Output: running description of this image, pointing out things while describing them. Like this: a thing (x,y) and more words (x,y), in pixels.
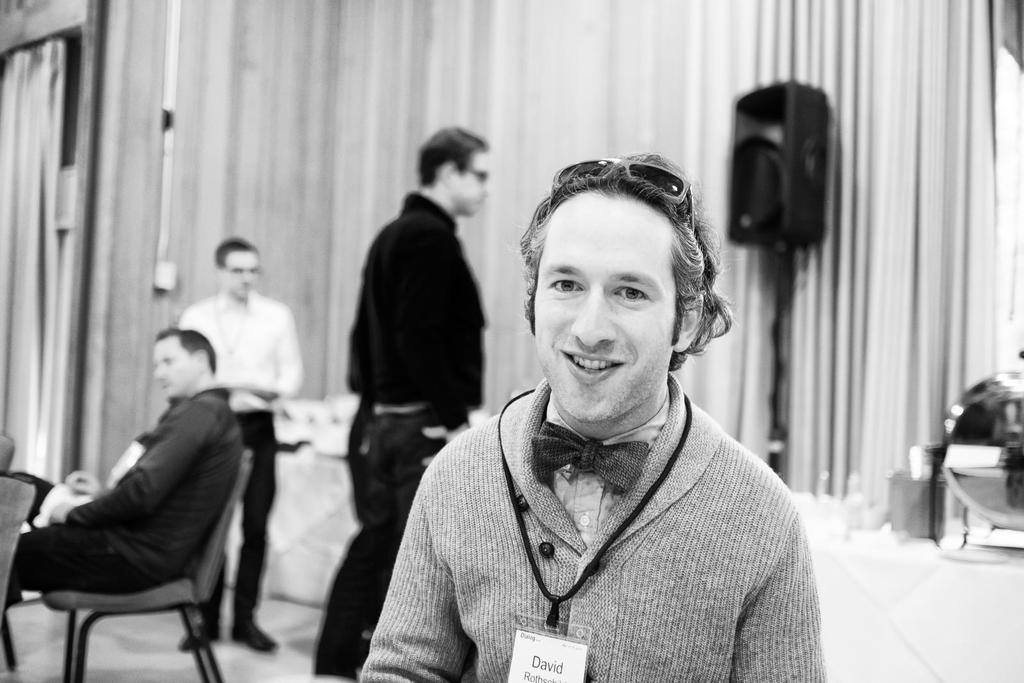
In the picture I can see a person (677,508) smiling and there are two person (392,307) standing behind him and there is a person (150,500) sitting in the chair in the left corner (107,567) and there are few other objects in the background (817,83).
